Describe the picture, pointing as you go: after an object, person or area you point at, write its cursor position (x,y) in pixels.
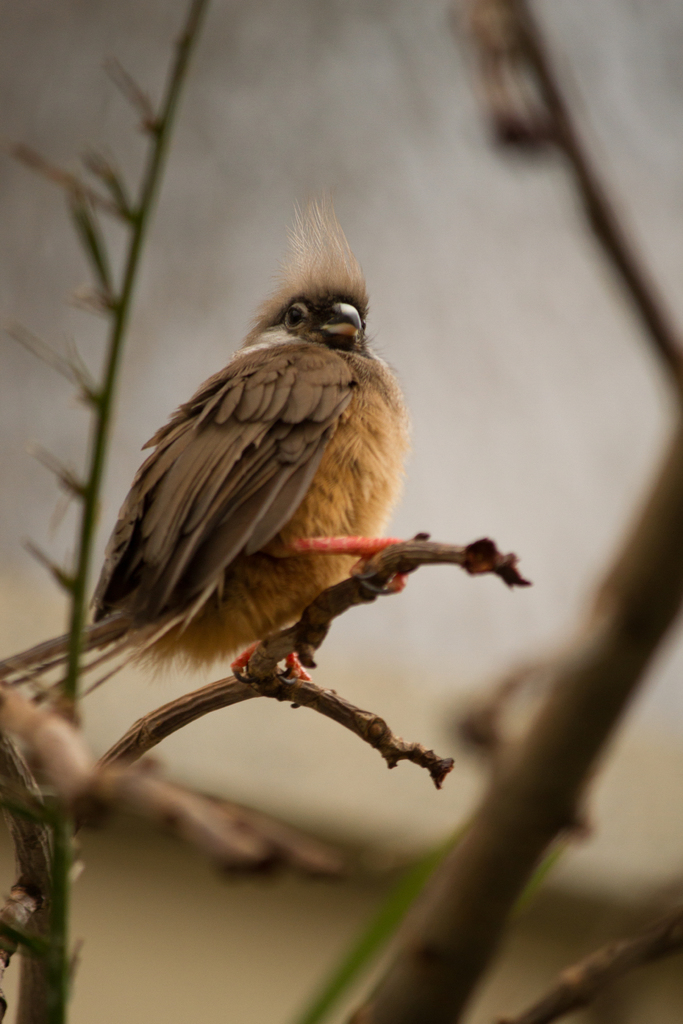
There is a picture of a bird (296,569) sitting on a stem (176,708) in the middle of this image (245,455).
